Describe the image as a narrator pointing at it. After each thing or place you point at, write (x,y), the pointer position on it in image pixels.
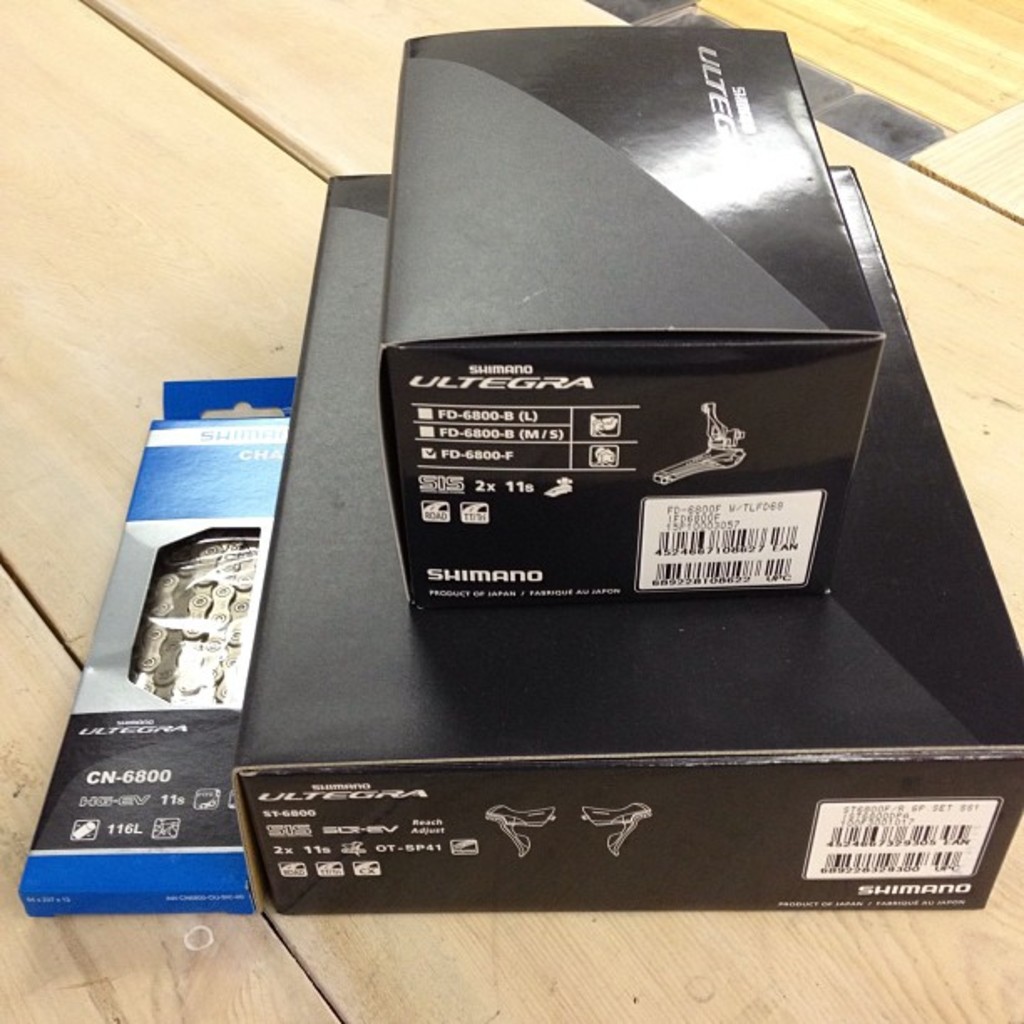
In this picture I can see few boxes (320,693) are placed on the wooden thing (238,292).
